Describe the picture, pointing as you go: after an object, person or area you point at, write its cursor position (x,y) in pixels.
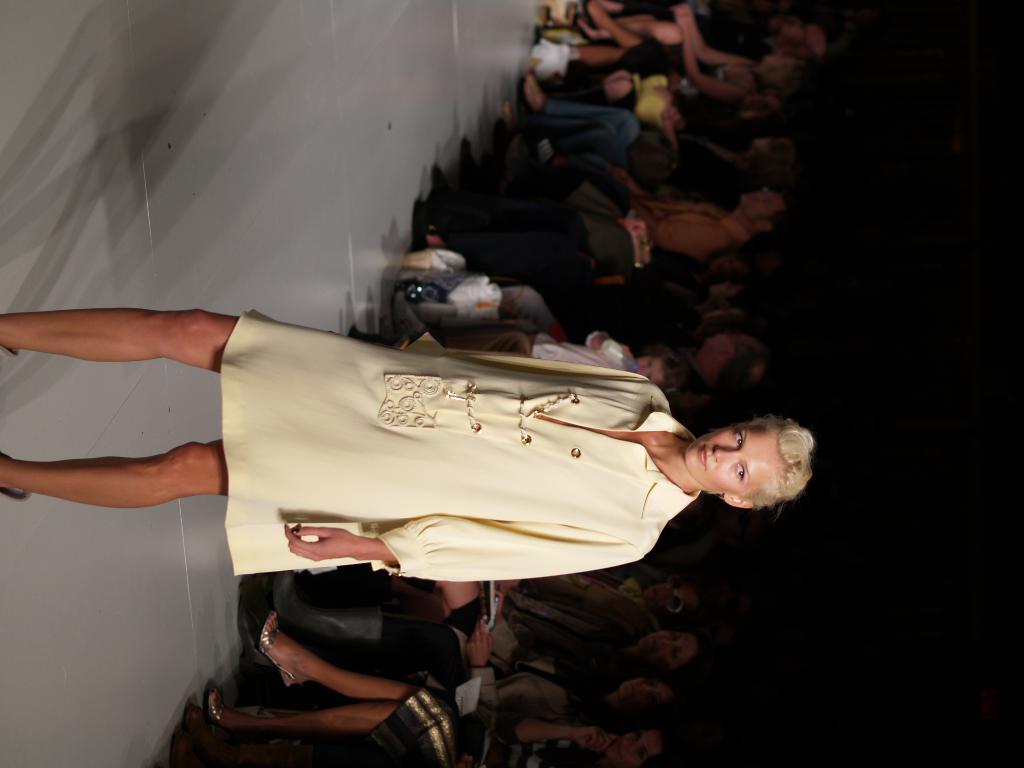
In this picture we can see a woman (330,485) standing on the floor (166,688) and at the back of her we can see a group of people (573,87), some objects (451,281) and in the background (865,484) it is dark.
